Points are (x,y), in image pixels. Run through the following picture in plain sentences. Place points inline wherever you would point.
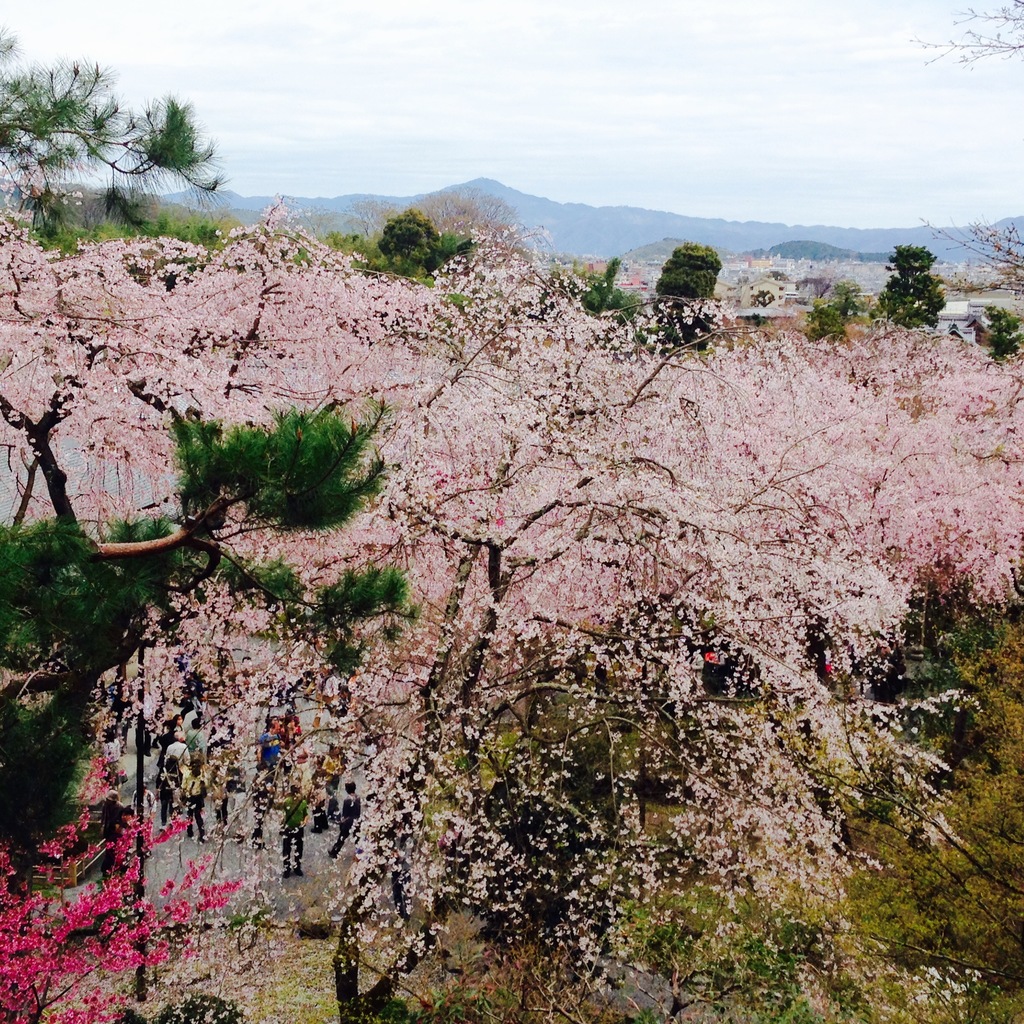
In this picture we can observe some trees (450,392) which were in different colors. We can observe pink, pale pink and green colors. There are some people (185,795) standing under the trees (245,751). In the background (546,211) there are hills (535,219) and a sky (360,138).
